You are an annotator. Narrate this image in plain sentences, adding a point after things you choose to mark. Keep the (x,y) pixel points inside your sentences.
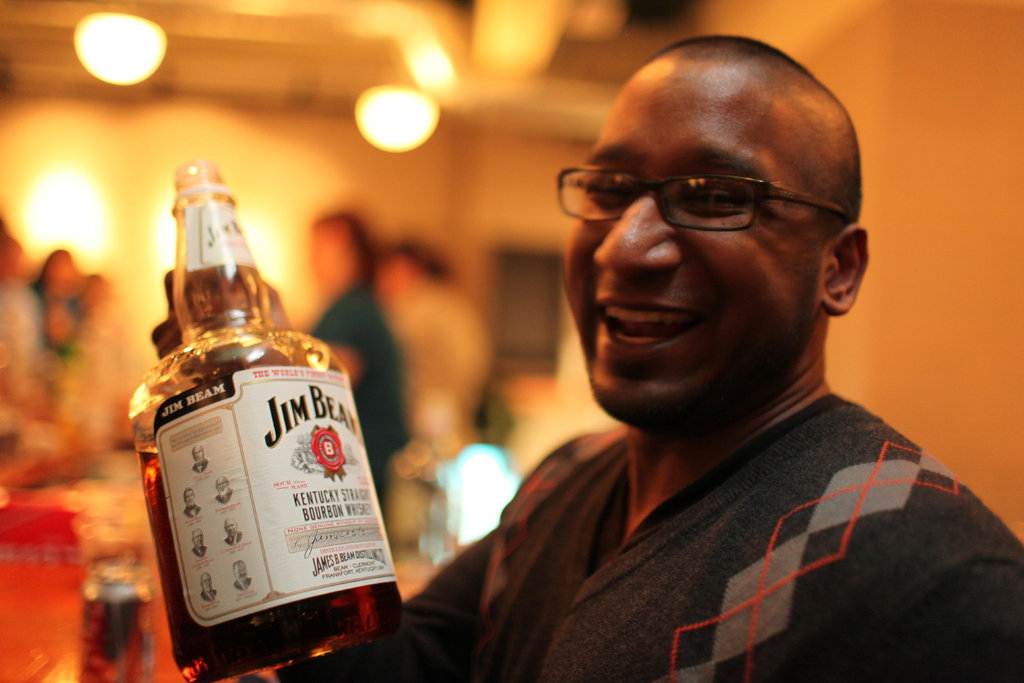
This is the picture of a guy (767,502) who is wearing black color jacket (678,550) is holding a bottle (227,492) in his hand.
